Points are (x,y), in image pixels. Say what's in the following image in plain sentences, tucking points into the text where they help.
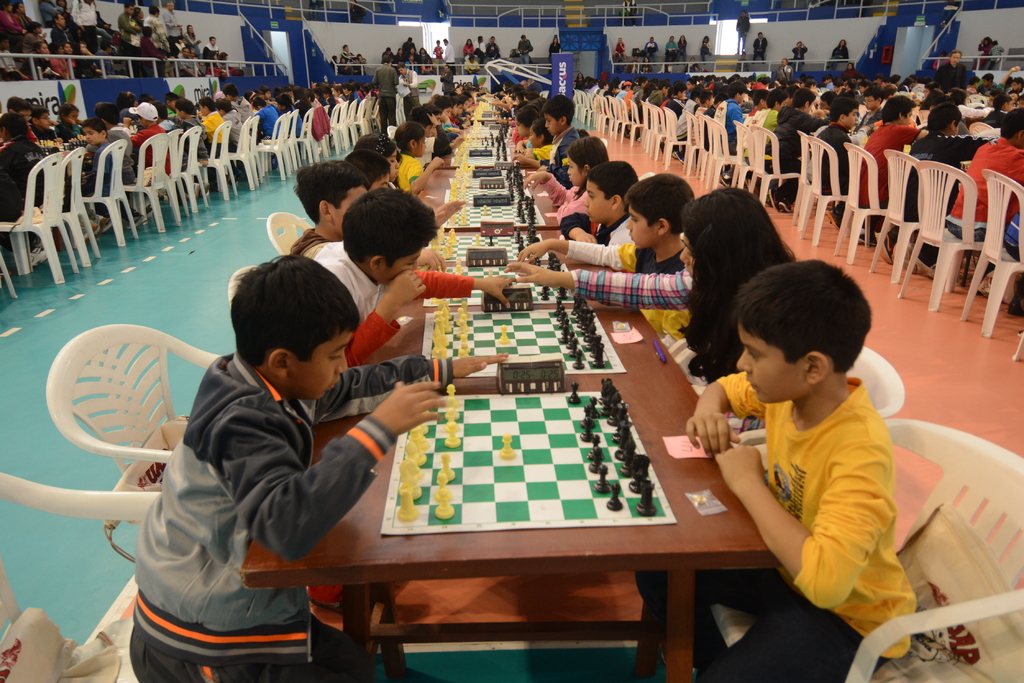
This is an indoor picture and it's a stadium (569,7). Here we can see all the persons (618,222) sitting on chairs (911,224) in front of a table (491,535) and playing chess. on the table (663,422) we can see pen (664,356), papers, sticky papers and chess board (514,515) and pieces (487,213). This is a floor (946,394). Here we can see all the crowd (15,32) standing and sitting.
